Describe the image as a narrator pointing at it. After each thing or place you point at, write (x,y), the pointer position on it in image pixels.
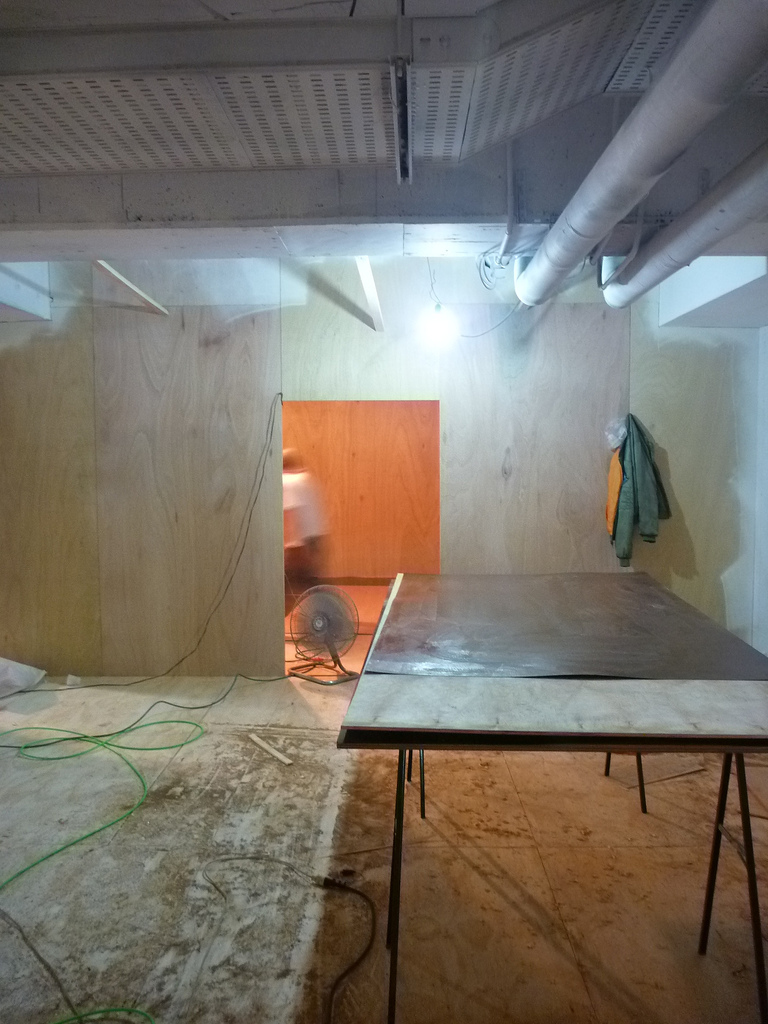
In this image we can see table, wall (401,400), light (454,319), pipes (609,277).
